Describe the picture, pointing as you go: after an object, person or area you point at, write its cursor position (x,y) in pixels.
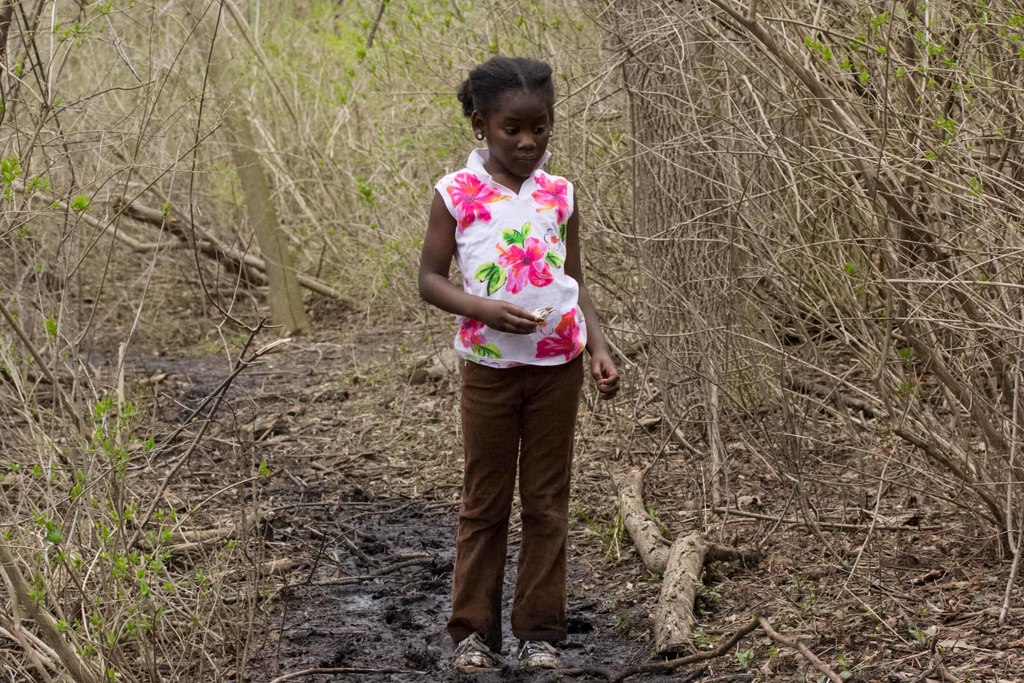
In this image we can see a child (515,389) standing on the ground (346,395) and holding an object (545,318) and there are few trees (673,135) in the background (406,89).
